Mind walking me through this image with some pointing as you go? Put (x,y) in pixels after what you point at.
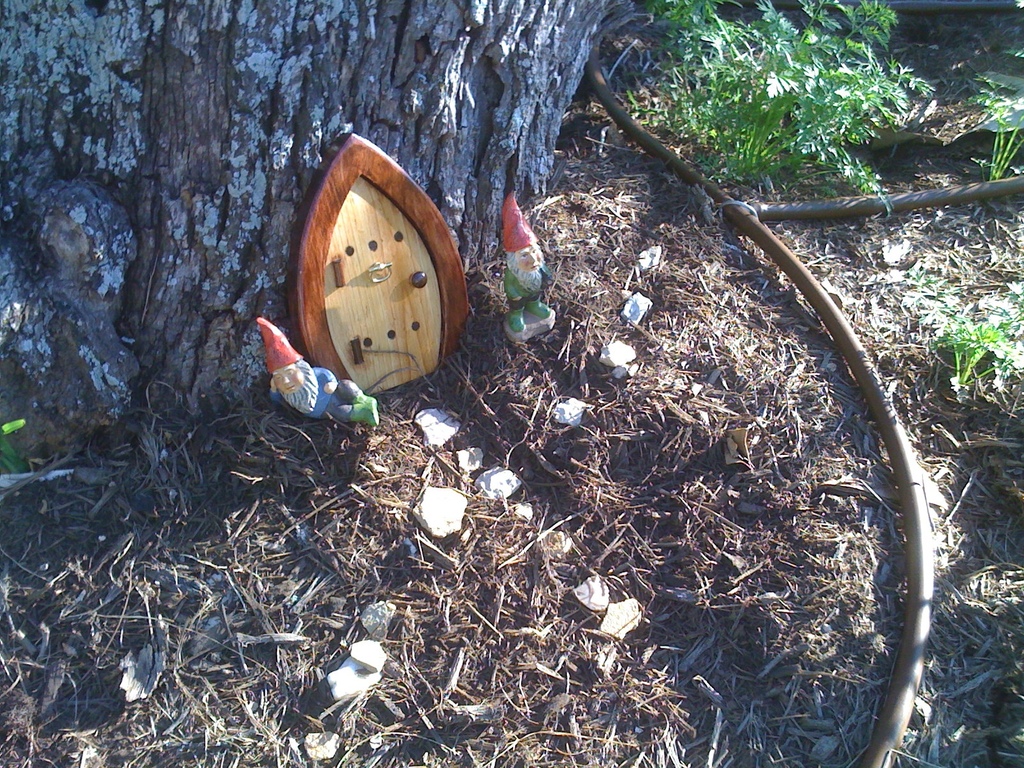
In this picture I can see plants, grass (729,403), stones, there are two toys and there is a door (428,258) to the tree trunk (307,148).
